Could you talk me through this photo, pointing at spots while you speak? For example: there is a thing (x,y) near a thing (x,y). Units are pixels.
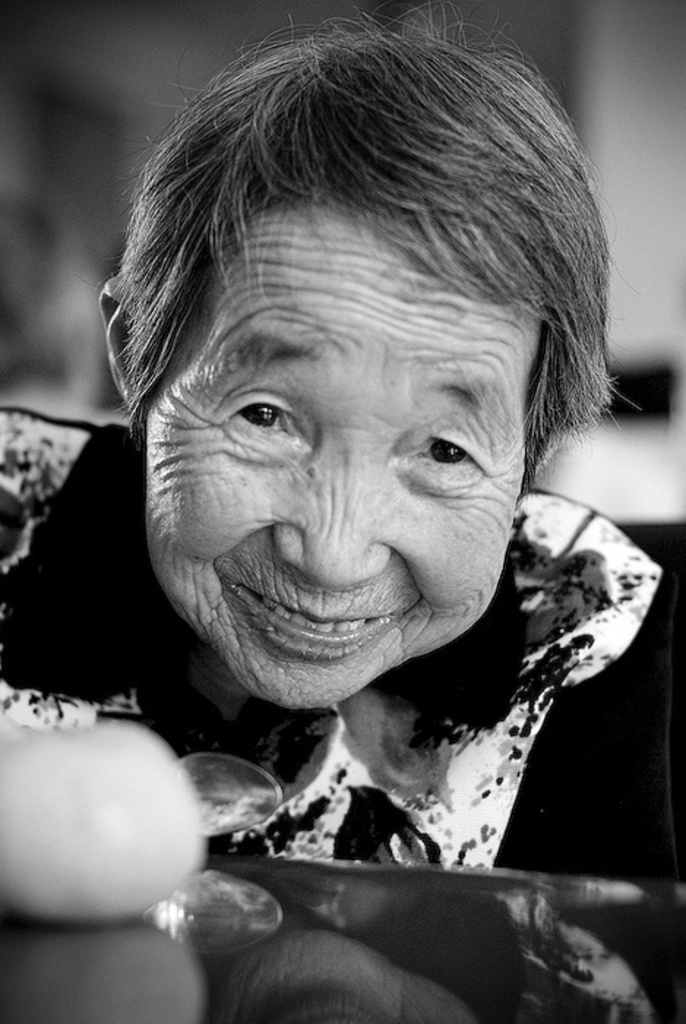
In this picture there is a person (446,642) smiling. In the foreground (43,873) it looks like a table (433,1023) and there is a reflection (375,1022) of a person (508,1012) and spoon (215,818) and object (108,807) on the table (365,978). At the back (131,135) the image is blurry.
